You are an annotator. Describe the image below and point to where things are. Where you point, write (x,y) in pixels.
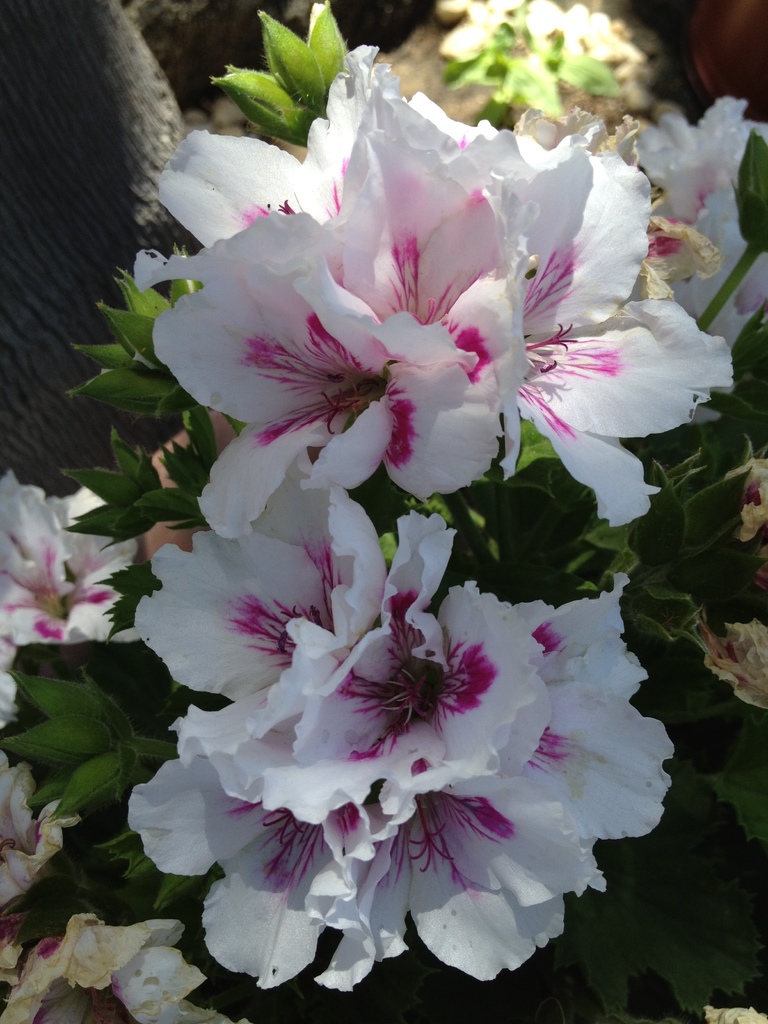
In this image we can see the plants (456,500) with flowers (509,372). In the background (54,59) it looks like a tree trunk (116,216).
